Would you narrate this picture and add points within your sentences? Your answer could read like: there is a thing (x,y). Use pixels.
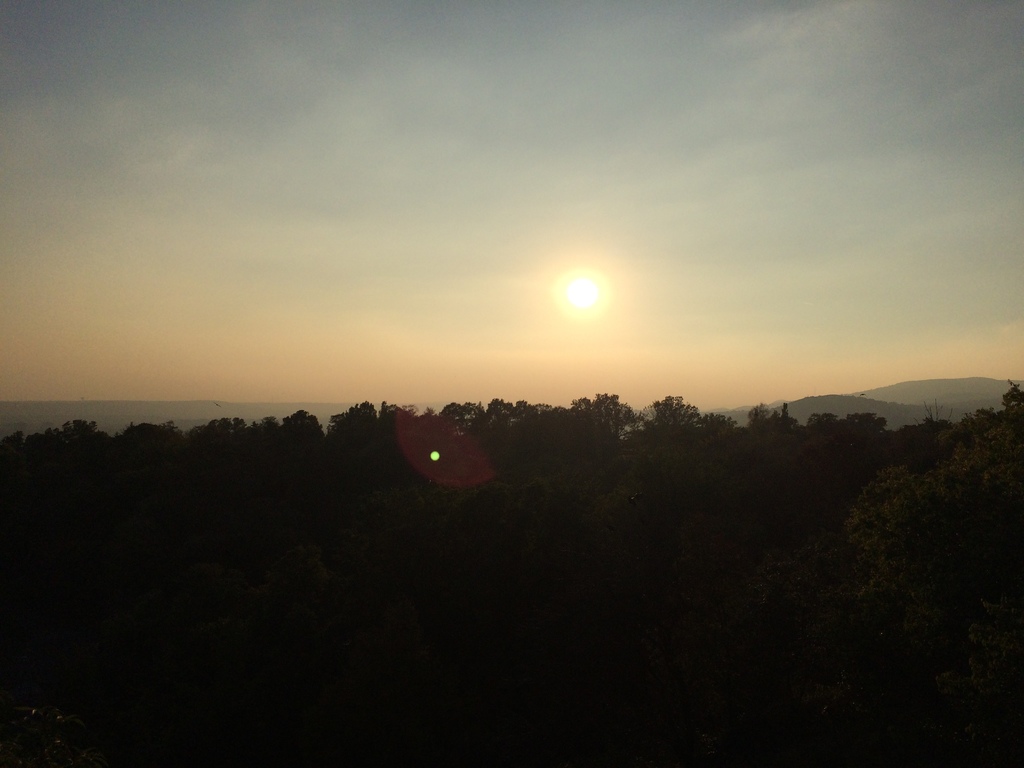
In this image at the bottom (312,623) there are trees (197,503), and in the background (90,417) there are mountains (920,410). At the top of the image (649,140) there is sky (512,237) and sun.
